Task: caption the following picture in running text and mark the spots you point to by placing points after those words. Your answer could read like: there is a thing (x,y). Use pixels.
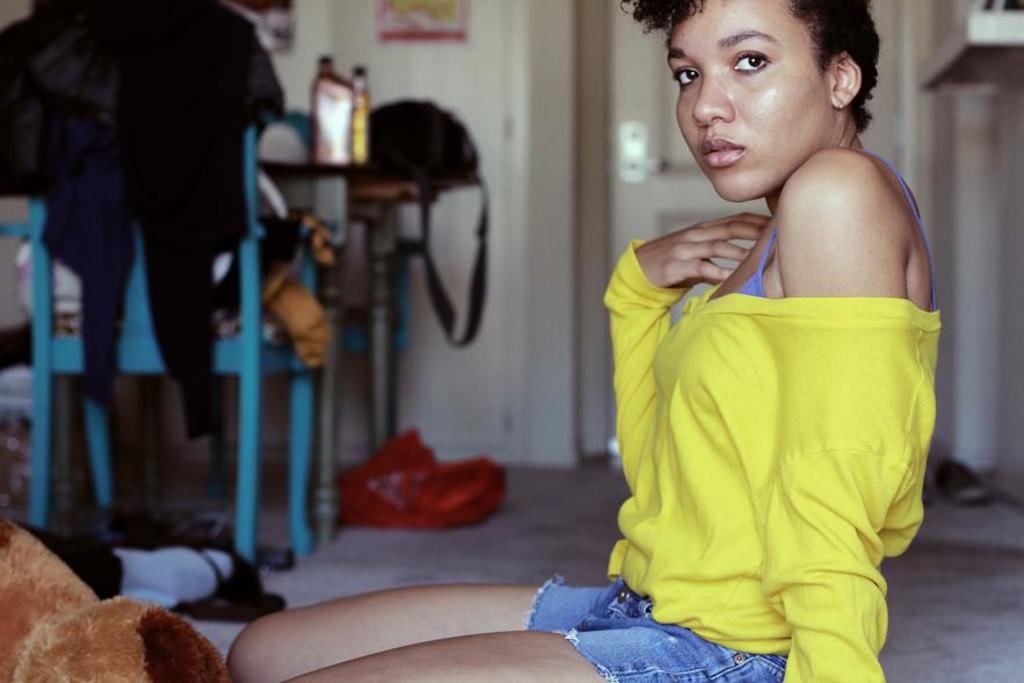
In the image there is a woman (732,275) she is kneeling on the floor (897,610) and posing for the photo, behind the woman (366,641) there is a dining table (341,198) it is very messy.
